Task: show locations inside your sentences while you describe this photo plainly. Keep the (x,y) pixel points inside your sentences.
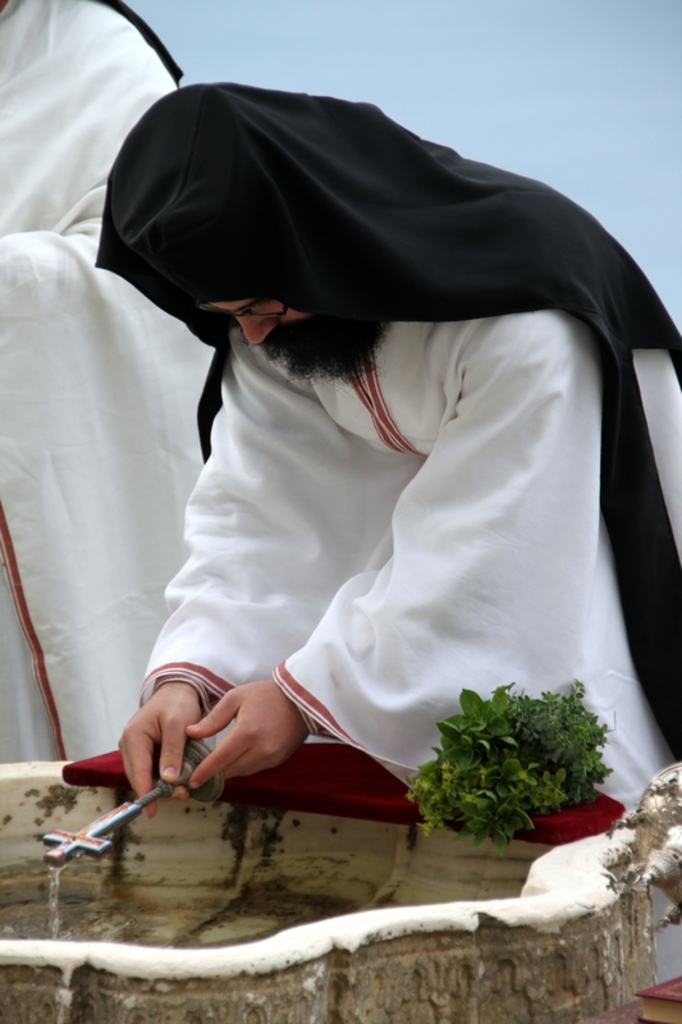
A priest (484,685) is present wearing a white dress (475,684) and holding a christianity symbol (129,820) in his hand (174,767). He is wearing spectacles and there is a black cloth (657,674) on his head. There is water (133,903) at the front (56,910). There is another priest (66,341) at the left (36,416). The background (349,45) is blue.
